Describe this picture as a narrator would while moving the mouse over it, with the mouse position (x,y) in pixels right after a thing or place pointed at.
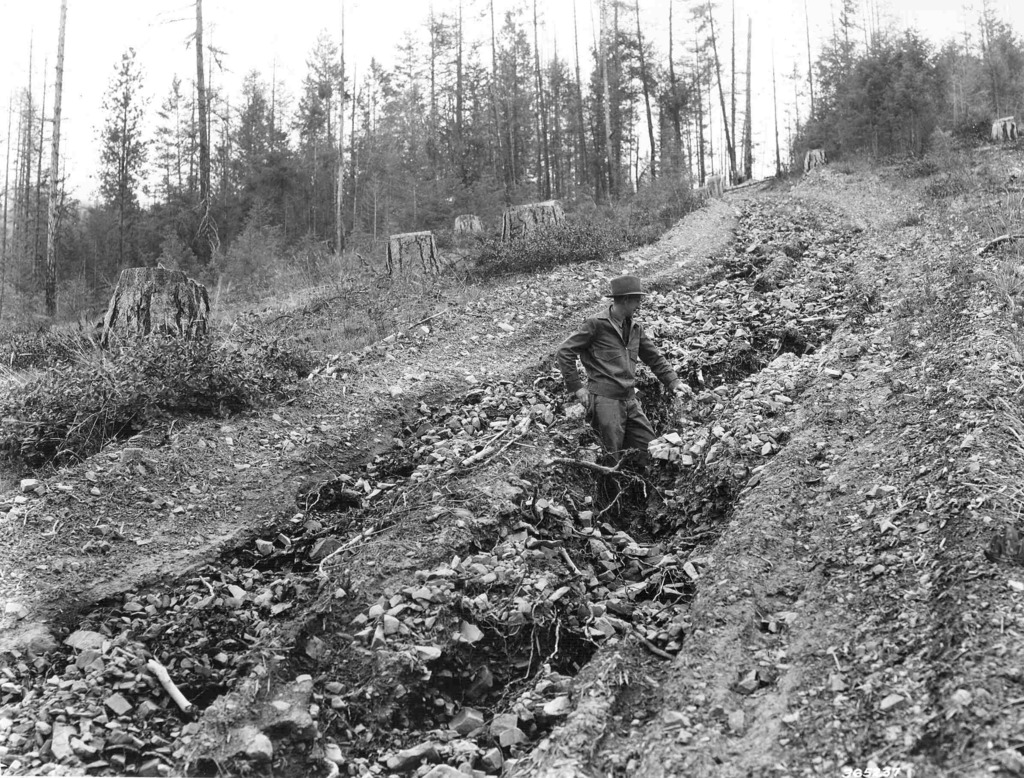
This is a black and white picture. In the middle of the picture (604,432), we see a man (628,379) is standing. He is wearing a hat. At the bottom of the picture (594,610), we see the twigs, stones (609,551) and the soil (338,439). There are trees (558,148) and the wooden blocks (426,266) in the background (540,212). At the top (385,57), we see the sky (385,57).
